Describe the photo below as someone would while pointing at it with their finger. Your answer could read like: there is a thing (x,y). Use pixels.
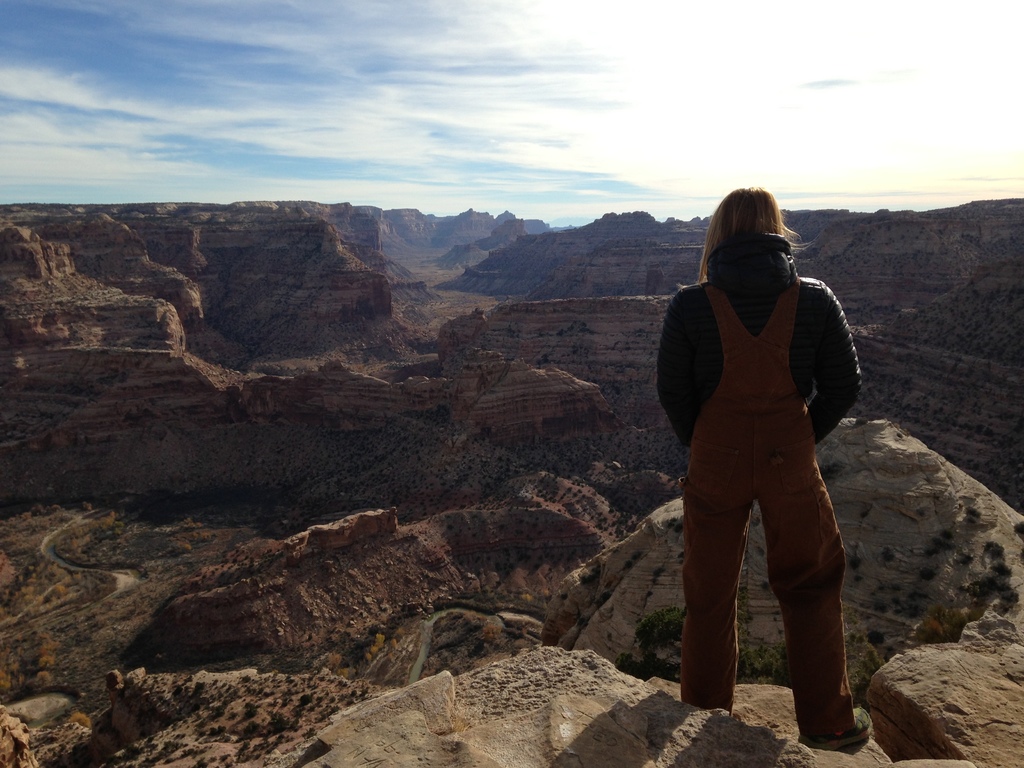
In this image, at the right side (779,424) there is a person (789,476) standing, there are some mountains (719,713), at the top (295,56) there is a sky (366,193).
